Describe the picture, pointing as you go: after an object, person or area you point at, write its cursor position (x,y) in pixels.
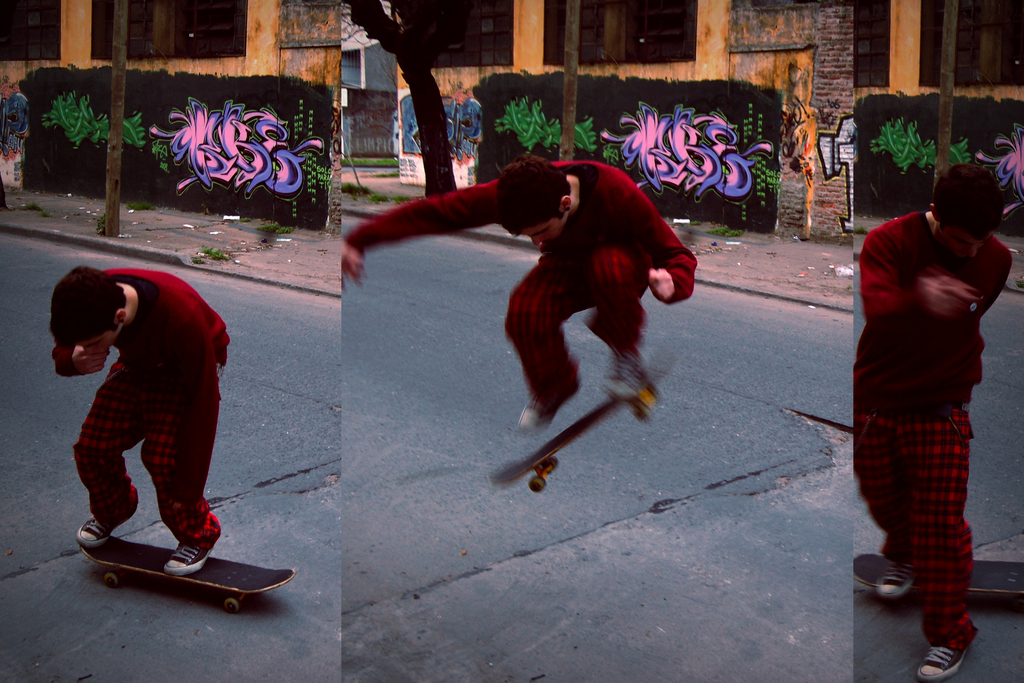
This is a collage picture. I can see a person (140,407) in different angles, doing skating with a skateboard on the road (553,490), and in the background (544,104) there are houses (376,142), there is graffiti (703,149) on the wall (710,158) of a building (773,158), there is a tree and a pole (570,93).
